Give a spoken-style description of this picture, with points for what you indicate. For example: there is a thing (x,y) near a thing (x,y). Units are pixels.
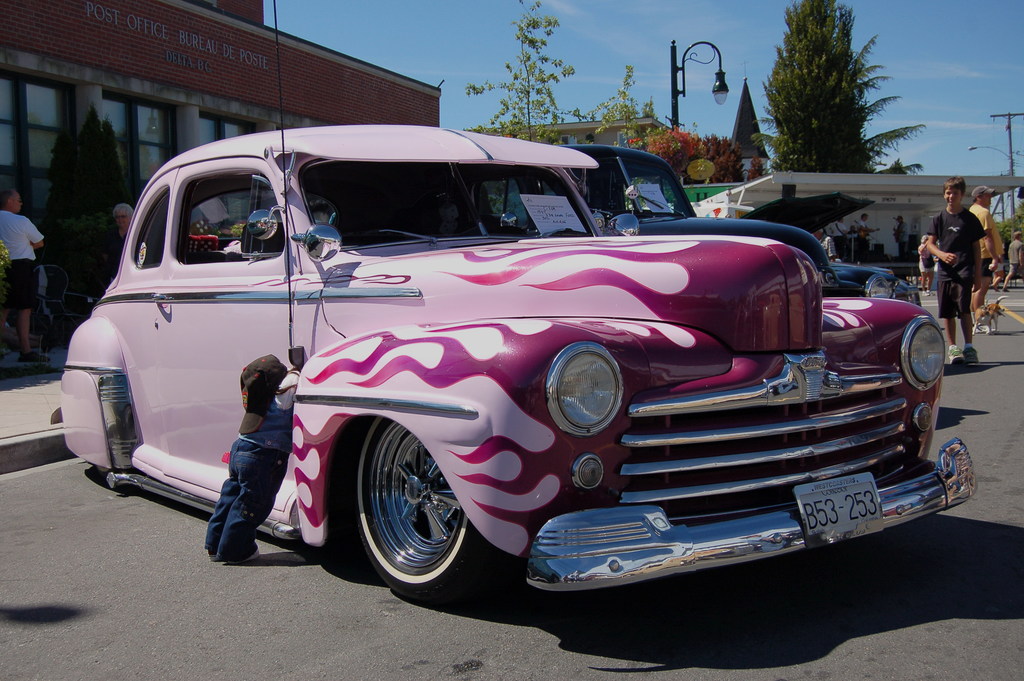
In front of the image there are cars (623,314) on the road (1013,351). Beside the cars (674,279) there are people (959,225). There is a dog (985,321). There are light poles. On the left side of the image (40,265) there is a chair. In the background of the image (262,115) there are buildings (720,191), trees (650,152) and sky (468,16).
